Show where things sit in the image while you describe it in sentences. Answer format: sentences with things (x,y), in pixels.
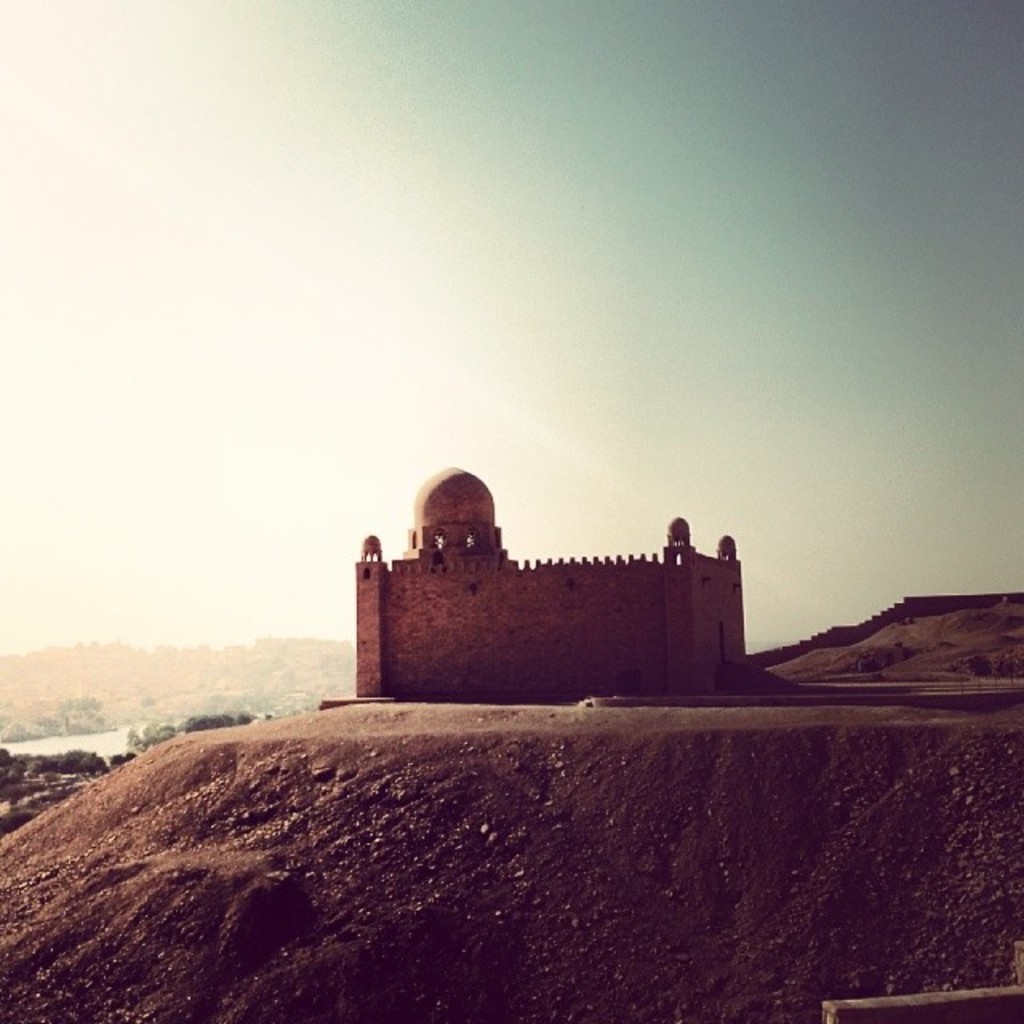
In this picture there is a monument (651,674) on the mountain (644,712). In the background (1002,596) I can see other mountains (308,670), wall (940,603) and trees (22,726). On the left (112,742) I can see the water (47,740). At the top (483,66) I can see the sky (346,222).
